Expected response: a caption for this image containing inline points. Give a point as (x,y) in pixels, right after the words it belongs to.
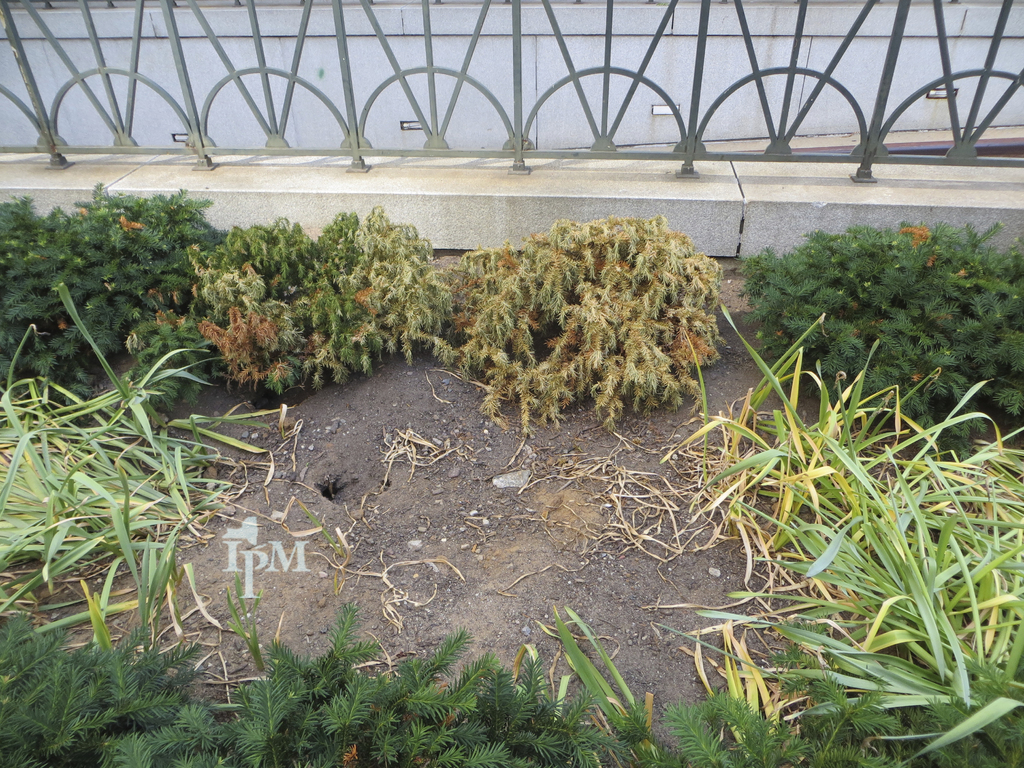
In this picture there is a bridge (483,136) with hand grills (514,87) on the top (524,168). Beside it there are plants (785,294). At the bottom (373,725) there is grass (3,485) and plants (345,668).
